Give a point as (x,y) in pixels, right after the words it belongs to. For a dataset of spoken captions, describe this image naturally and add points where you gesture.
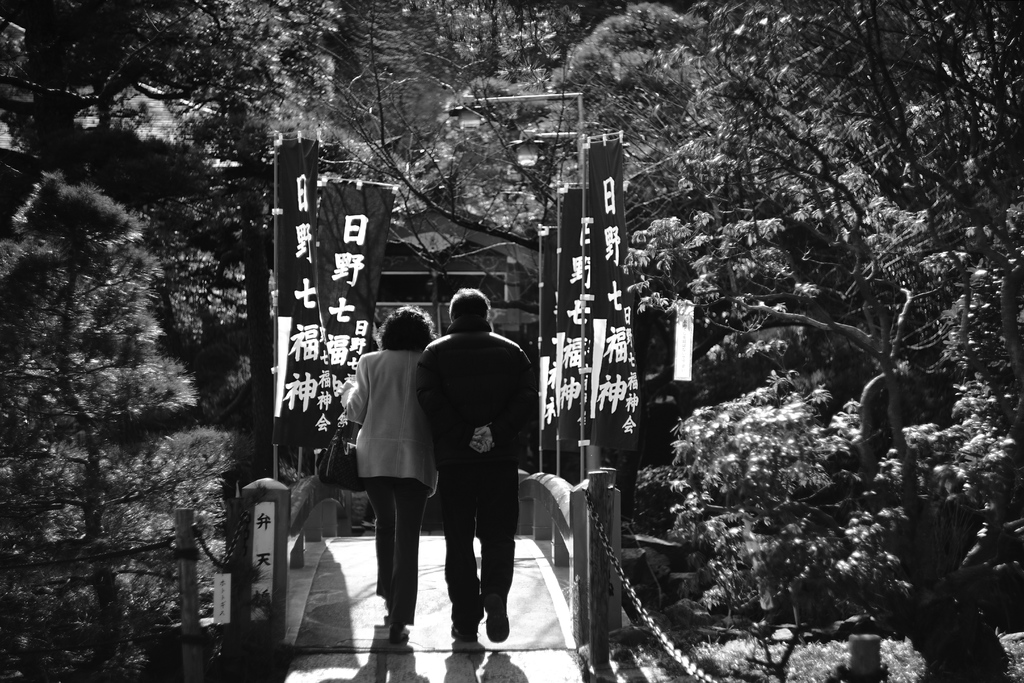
In this image, I see a woman (391,374) and a man (477,327) and both of them are on a bridge (596,488) and the woman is carrying a bag (346,453) and I can see flags (293,433) and trees (498,45) on the either sides.
